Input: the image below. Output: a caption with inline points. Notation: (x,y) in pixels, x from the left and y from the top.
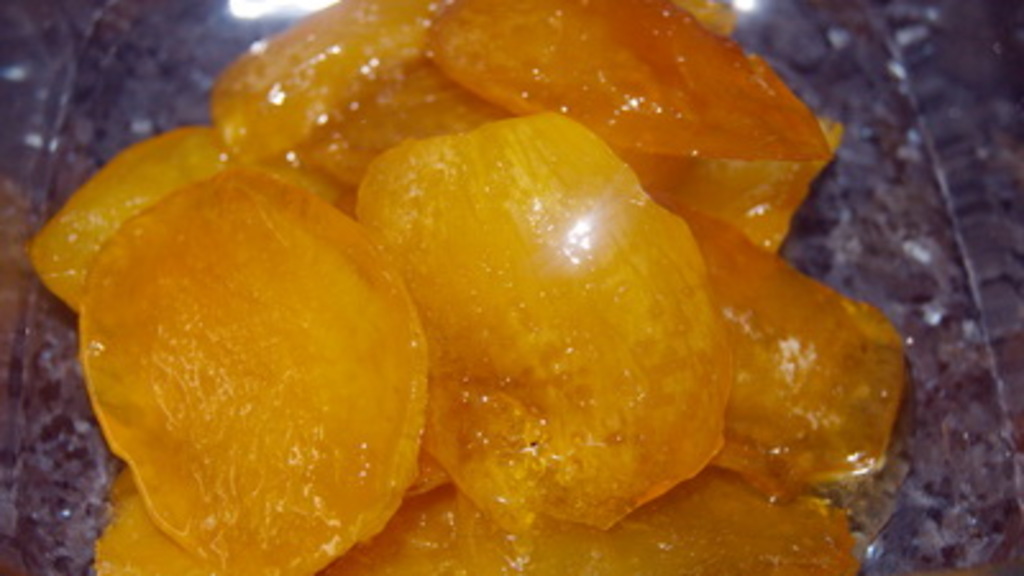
In this image I can see some yellow color objects (537,324) on a surface (12,219).
